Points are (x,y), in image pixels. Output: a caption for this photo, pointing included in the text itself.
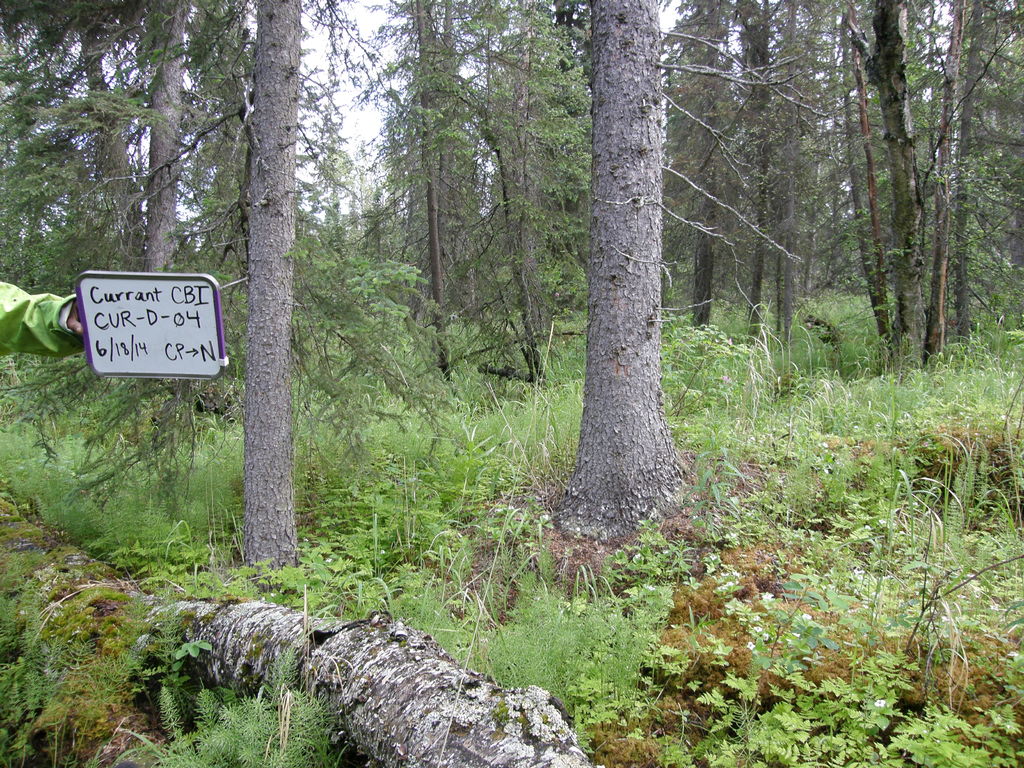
This image is taken in a forest (459,479). There are many trees (778,286). In the left (76,338) there is some person (60,330) holding a text board (144,303).
